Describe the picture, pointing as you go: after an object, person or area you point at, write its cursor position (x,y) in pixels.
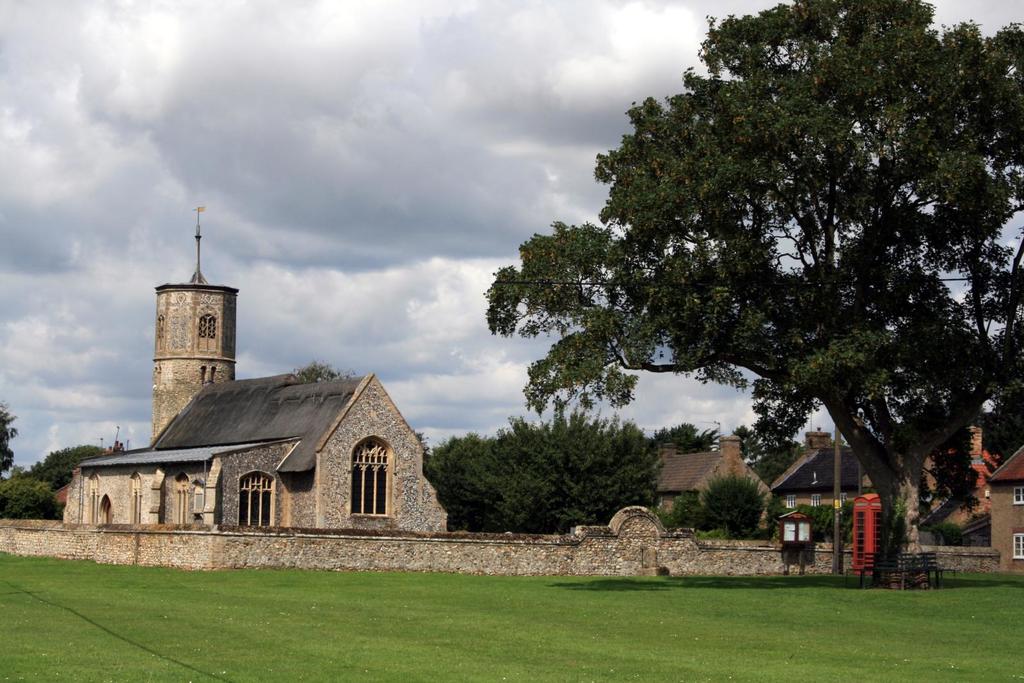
At the bottom of the picture (159,619), we see the grass (287,657). In the middle of the picture (360,440), we see the church (231,418). On the right side (865,281), we see a tree (917,549). Beside that, we see a bench (921,567) and the object (876,552) in red color. There are trees (519,491) and buildings (743,464) in the background (603,452). At the top (376,146), we see the sky (210,190).
